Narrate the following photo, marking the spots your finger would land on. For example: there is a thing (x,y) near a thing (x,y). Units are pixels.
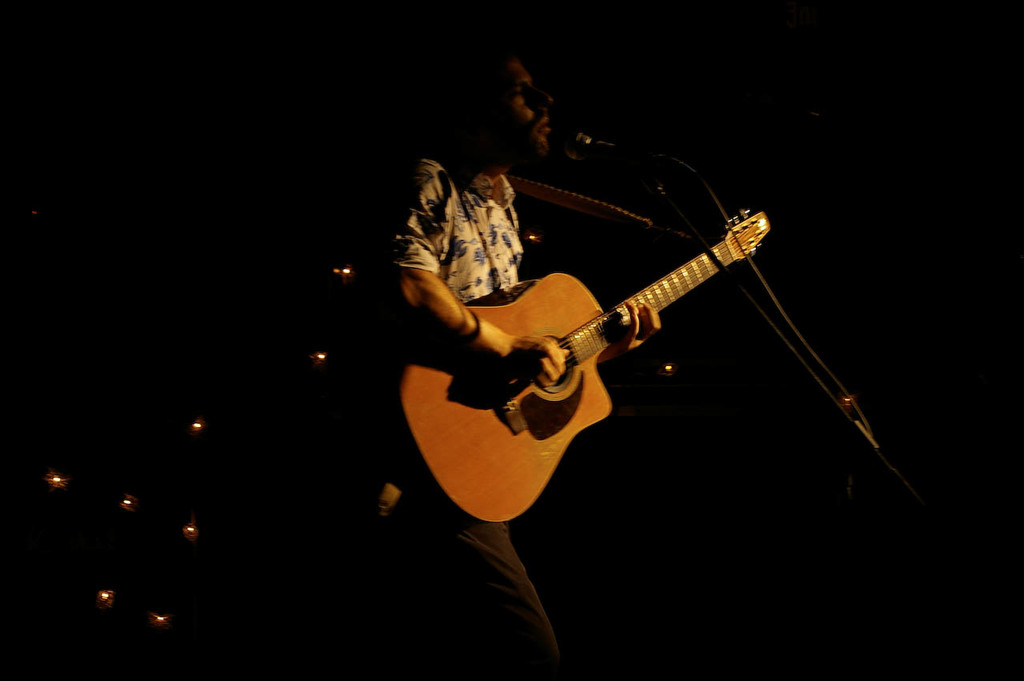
In this image i can see a person (468,188) singing in front of a micro phone (568,144) and playing a guitar (546,277) at the back ground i can see few lights (198,430).
